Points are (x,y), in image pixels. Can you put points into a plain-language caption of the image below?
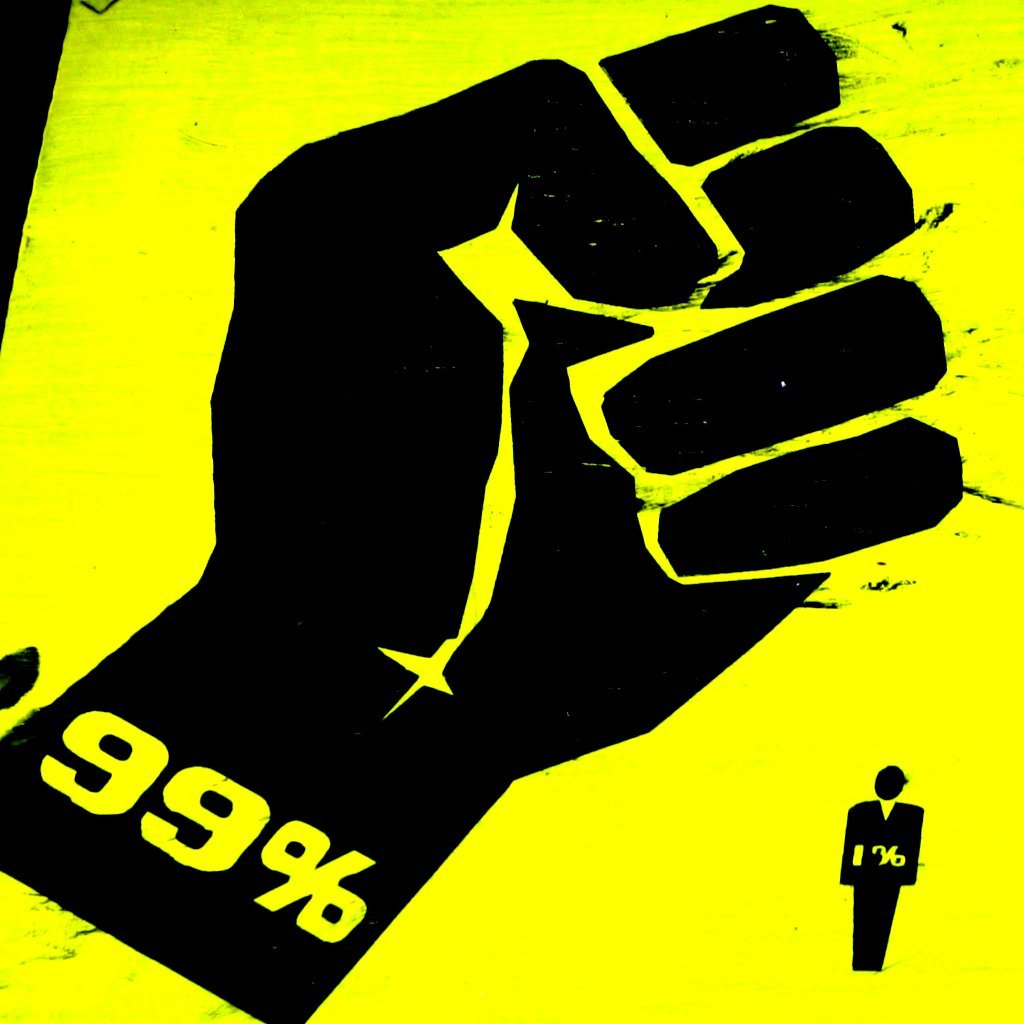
In the center of the image (405,540) we can see a poster (509,455). On the poster (393,385), we can see the symbol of a person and a hand symbol (586,552) of a person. And we can see some number percentage (267,899) on the hand (185,972).
